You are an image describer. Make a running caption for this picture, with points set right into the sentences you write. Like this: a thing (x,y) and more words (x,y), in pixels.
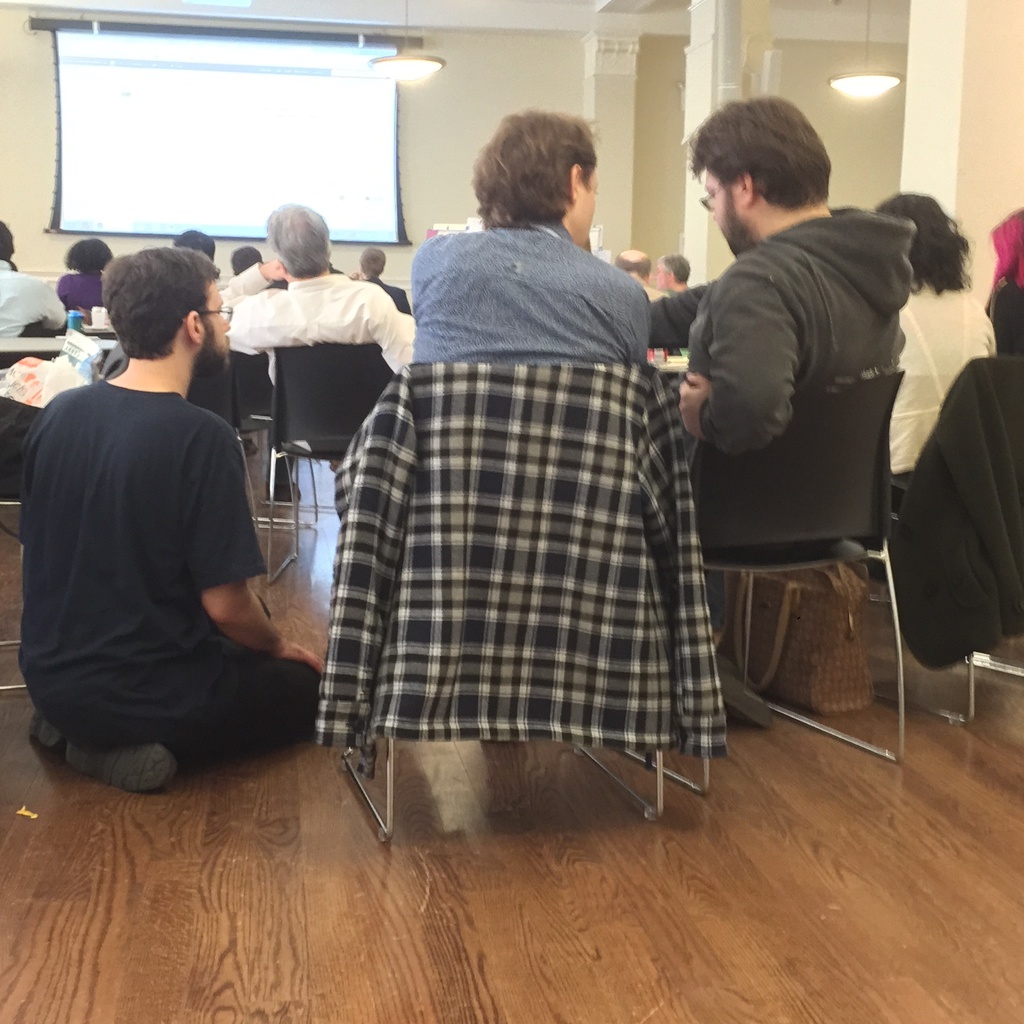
There is a group of people (837,303). They are sitting on a chairs (876,434). On the right side of the person (828,289) is wearing a spectacle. On the left side of the person (171,334) is wearing a spectacle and he is sitting like a squat position. We can see in the background (40,124) wall (29,133), pillar (1009,190), projector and lights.
